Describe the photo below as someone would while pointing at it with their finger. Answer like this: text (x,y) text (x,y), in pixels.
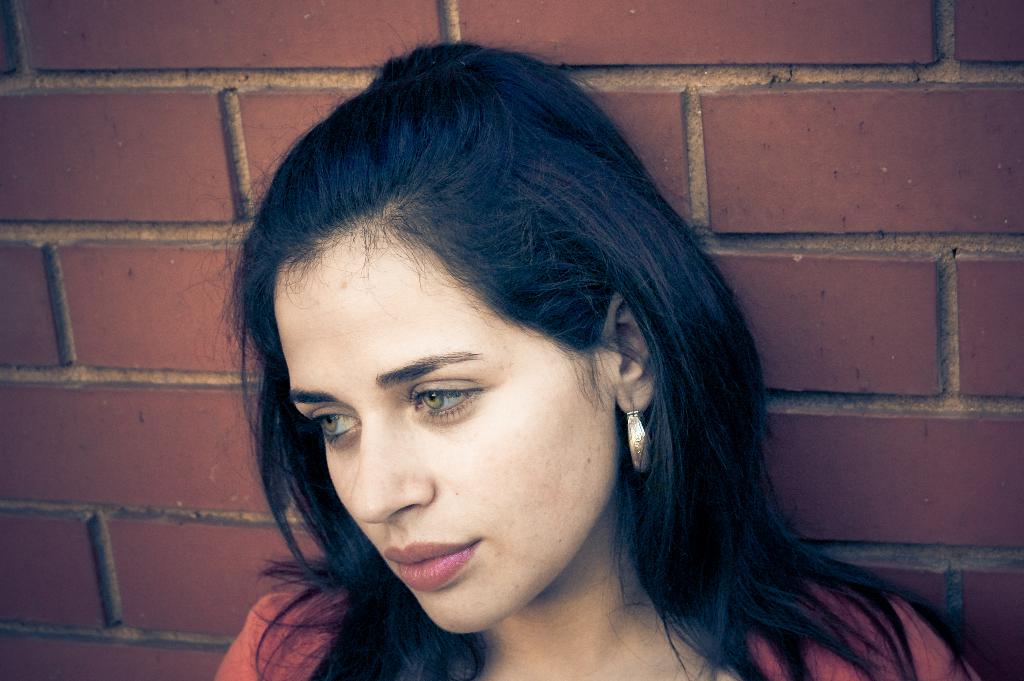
Here we can see a woman (690,467). In the background (105,610) there is a wall (105,623).
